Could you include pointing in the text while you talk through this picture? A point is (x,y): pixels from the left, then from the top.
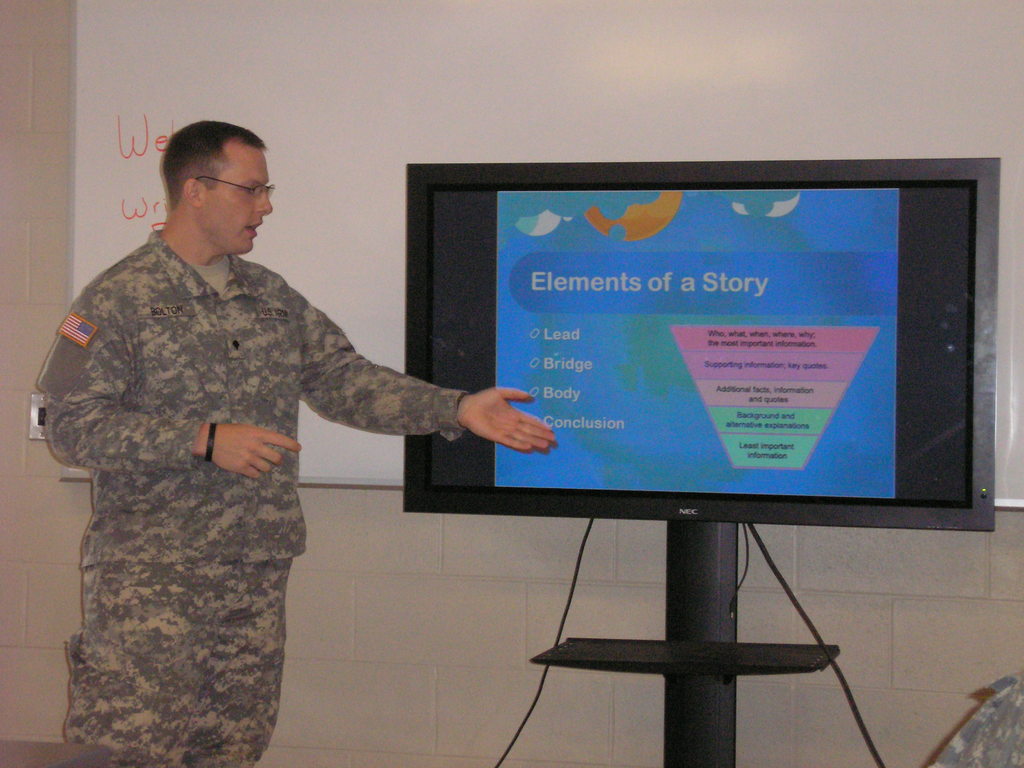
In this image I can see a man (97,464) standing beside the TV screen (891,382) and explaining something, at the back (910,132) there is a white board (910,132) on the wall (12,452).
